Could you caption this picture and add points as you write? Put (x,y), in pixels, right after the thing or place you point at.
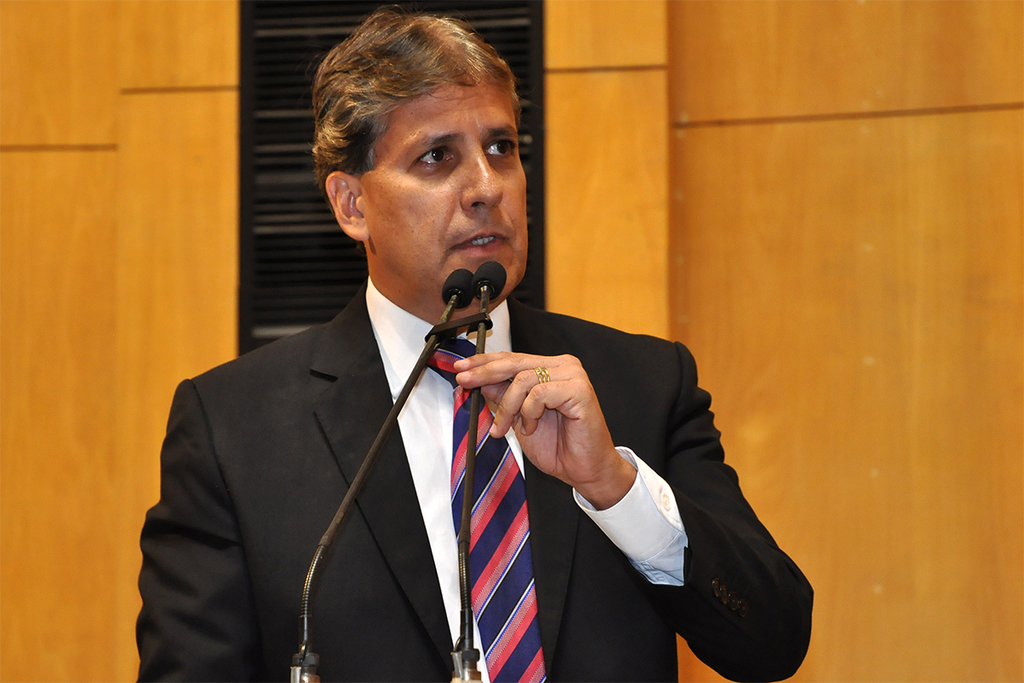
In this picture we can see man (694,465) wore blazer (299,406), tie (445,369) holding mic (491,291) in his hand (477,381) and talking and in background (217,103) we can see wall (40,73).
